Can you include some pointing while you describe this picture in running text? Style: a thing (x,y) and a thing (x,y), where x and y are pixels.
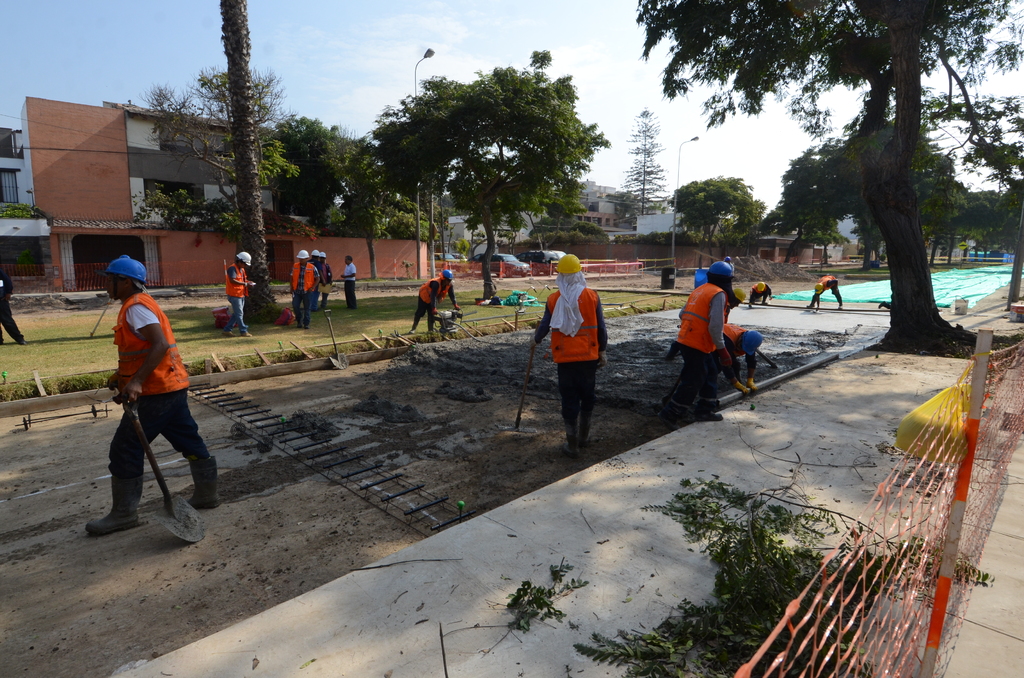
In this image we can see the construction people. We can also see the trees (846,78), fence (982,412), grass (58,367), buildings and also the light poles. We can also see the construction material (333,438), path (947,374) and also the sky (386,65). We can also see the cars (544,258).
